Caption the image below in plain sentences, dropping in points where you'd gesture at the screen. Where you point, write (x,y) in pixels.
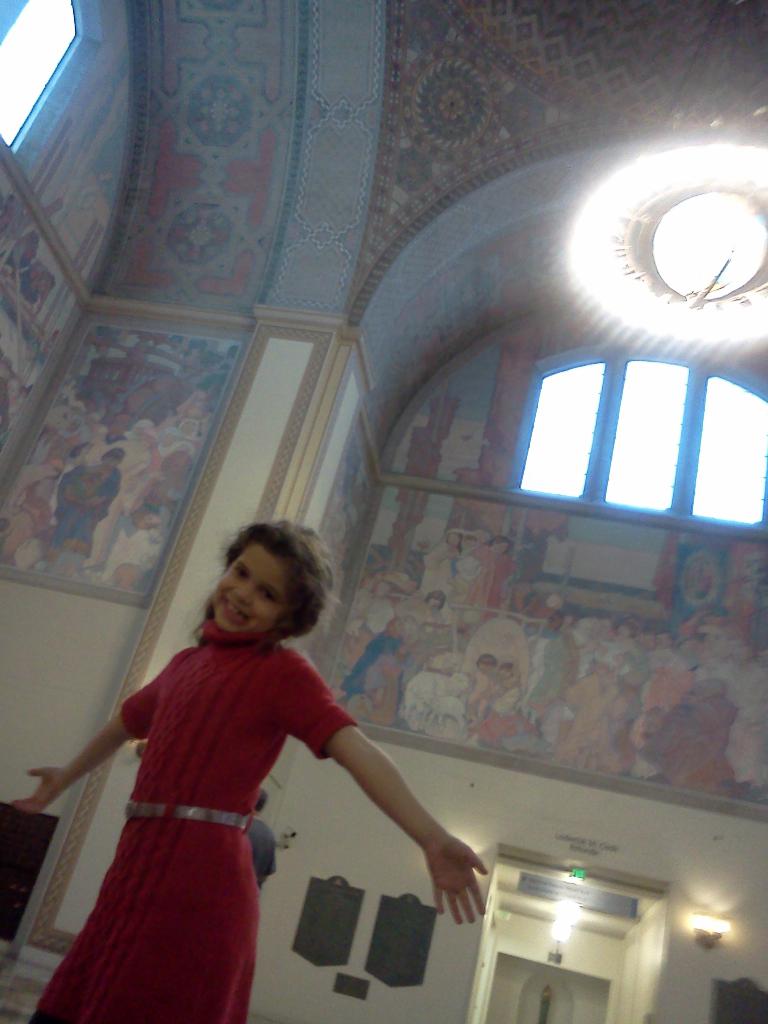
This picture is an inside view of a building (494,567). In the bottom left corner (181,880) we can see a girl (236,762) is standing and smiling. In the background of the image (700,727) we can see the boards (615,914), lights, door (518,914), wall (710,899). At the top of the image (488,144) we can see the roof (485,63). In the middle of the image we can see the windows (634,378).
